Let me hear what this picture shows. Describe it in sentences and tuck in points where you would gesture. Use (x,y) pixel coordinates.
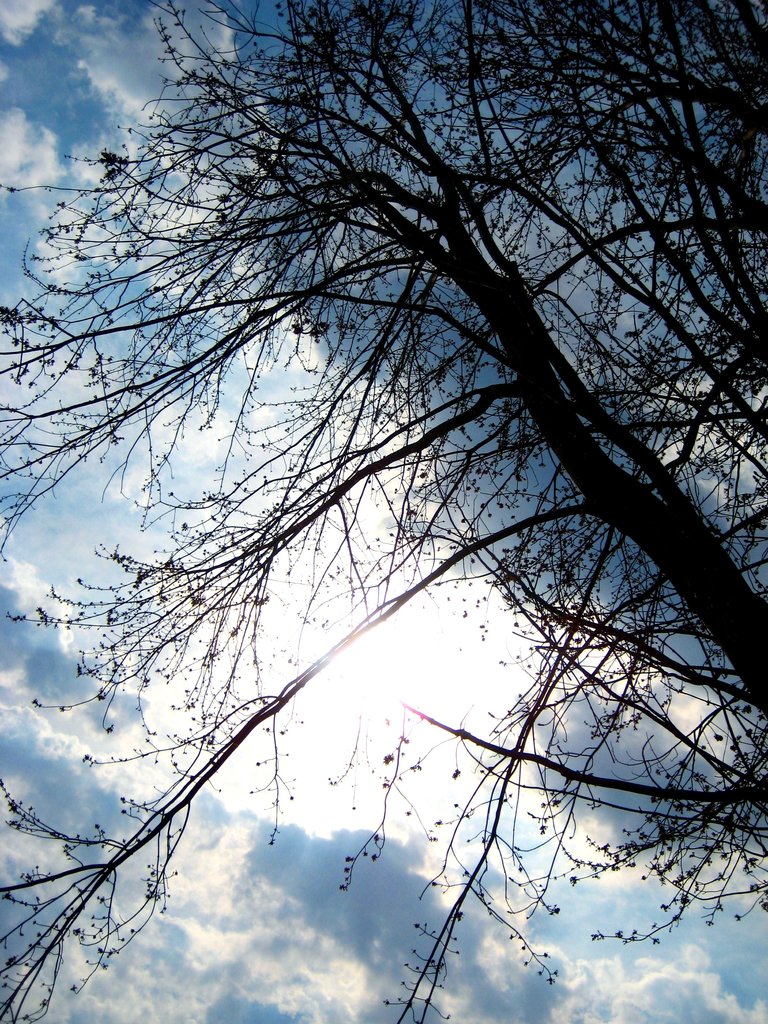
In the picture we can see a tree (258,715) behind it we can see a sky (428,517) with clouds (433,919).
